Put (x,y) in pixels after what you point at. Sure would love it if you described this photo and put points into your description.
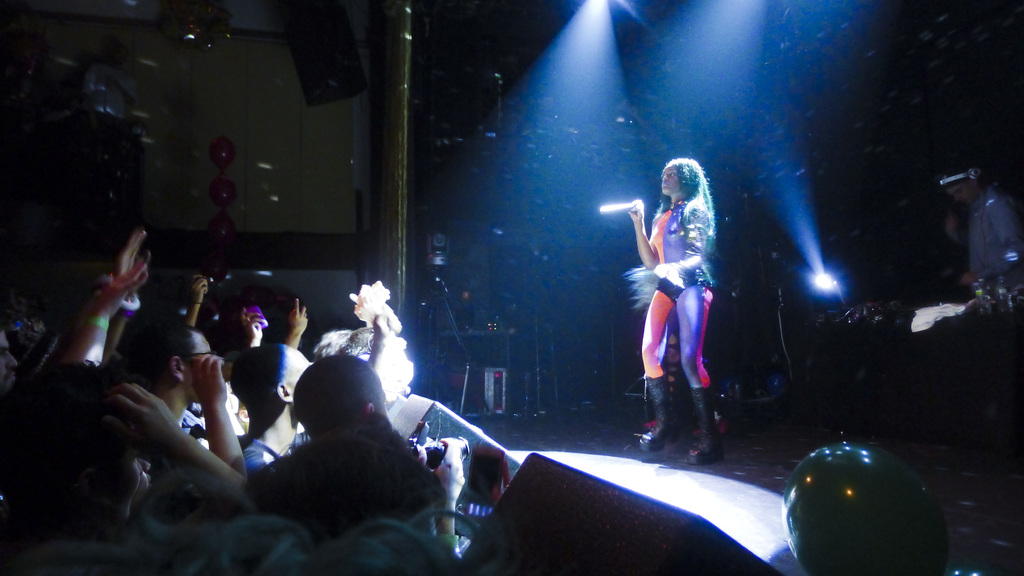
In this image we can see a lady (675,219) holding a mic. To the left side of the image (187,343) there are people (126,386). In the background of the image (196,158) there is a wall (193,86) and balloons (216,179). To the right side of the image (1011,242) there is a person (992,210) wearing headphones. There are musical instruments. At the bottom of the image (795,498) there is a balloon (849,474) and a speaker (555,548).
